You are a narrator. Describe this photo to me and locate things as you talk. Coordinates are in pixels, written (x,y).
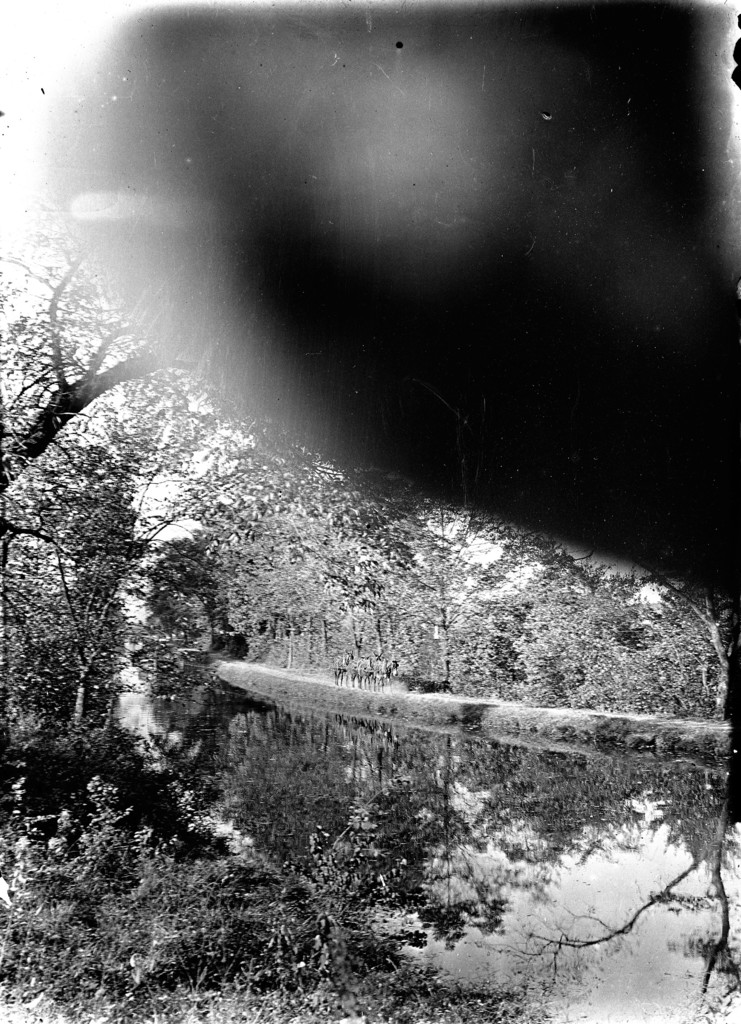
In this picture I can see few trees (339,587) and I can see a black color thing (282,287) on the top right side of this picture (582,199) and I see that this is a black and white picture.
